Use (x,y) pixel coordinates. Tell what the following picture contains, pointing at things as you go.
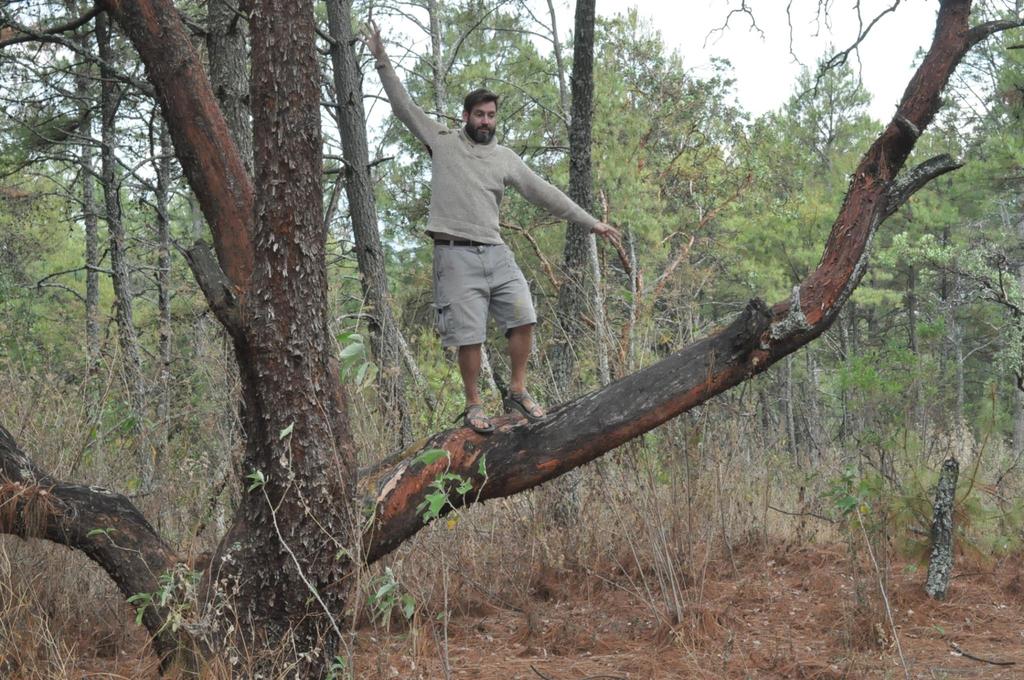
In this image, we can see a person (495,217) on the tree (477,468). There are some trees (739,295) in the middle of the image (586,376).
